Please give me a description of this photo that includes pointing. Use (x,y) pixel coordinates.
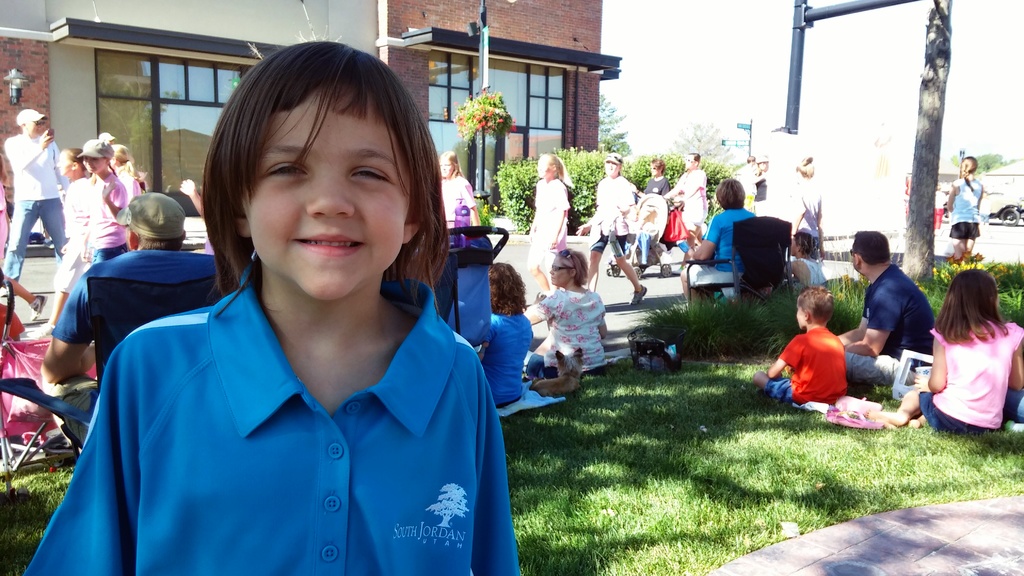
Here a cute boy (399,418) is standing, he wore blue color shirt (334,496). On the right side (971,355) a group of people (571,349) are sitting on the grass (832,486) and looking at there. Few people (593,280) are walking on the road (616,293), there is a building (436,51) in this image.
